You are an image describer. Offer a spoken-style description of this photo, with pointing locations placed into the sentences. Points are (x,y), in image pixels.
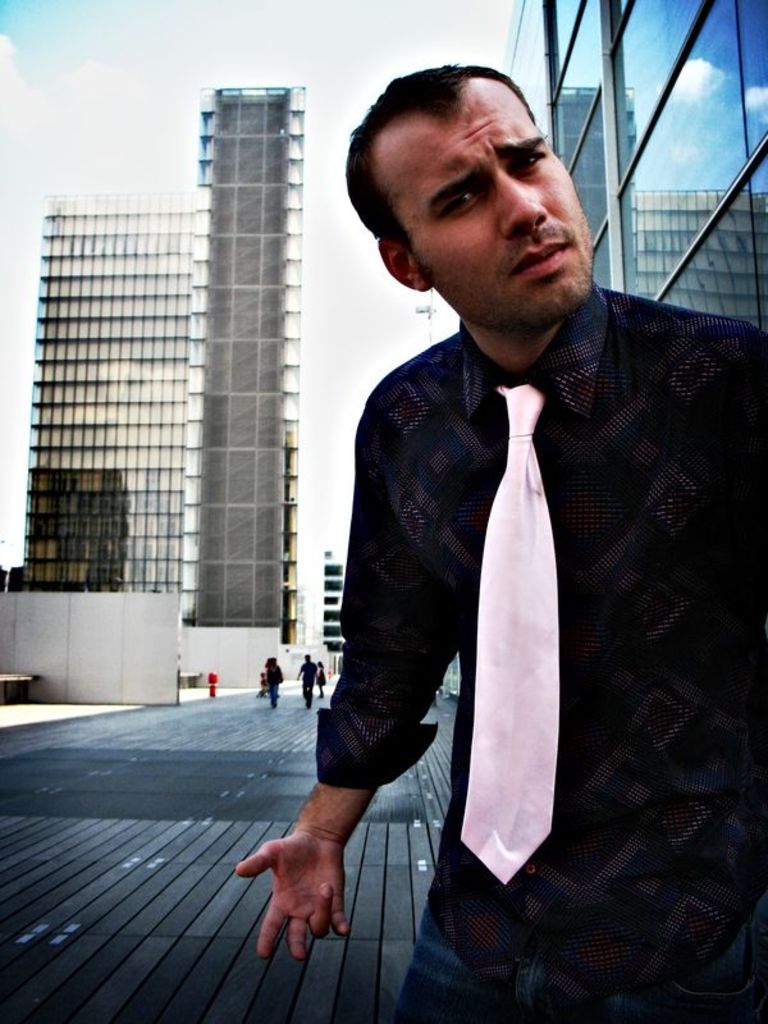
In this image there is a person (605,688) wearing a shirt (648,675) and tie (509,704). He is standing. There are people (305,678) walking on the road (302,710). Left side there is a fire hydrant (208,684) on the floor (223,710). Background (694,204) there are buildings (706,210). Top of the image (264,82) there is sky (321,49).
